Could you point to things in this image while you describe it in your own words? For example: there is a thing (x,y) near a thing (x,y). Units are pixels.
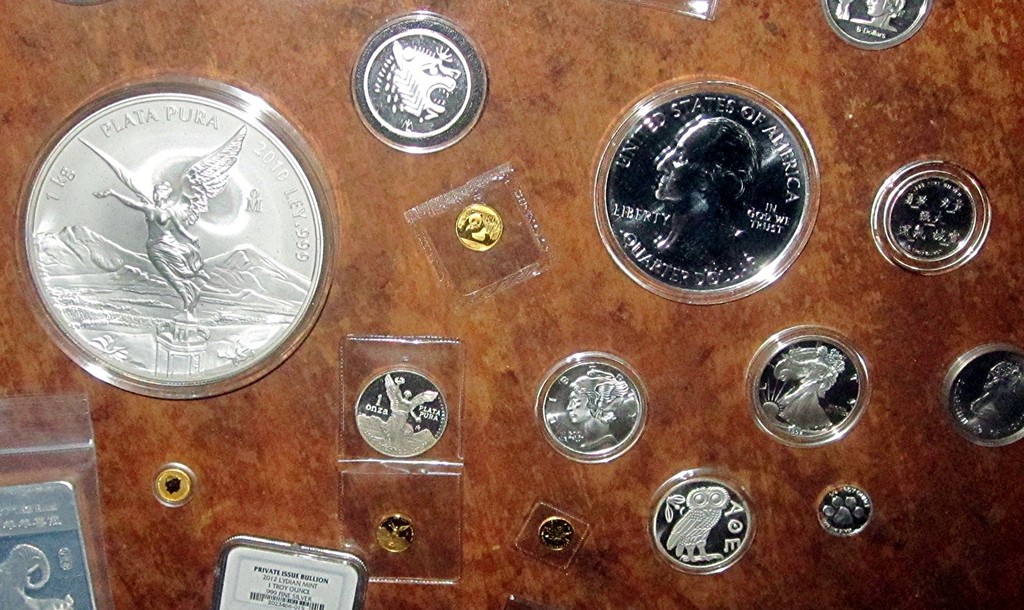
In this image, we can see some coins (924,192) on the brown background (484,162).
